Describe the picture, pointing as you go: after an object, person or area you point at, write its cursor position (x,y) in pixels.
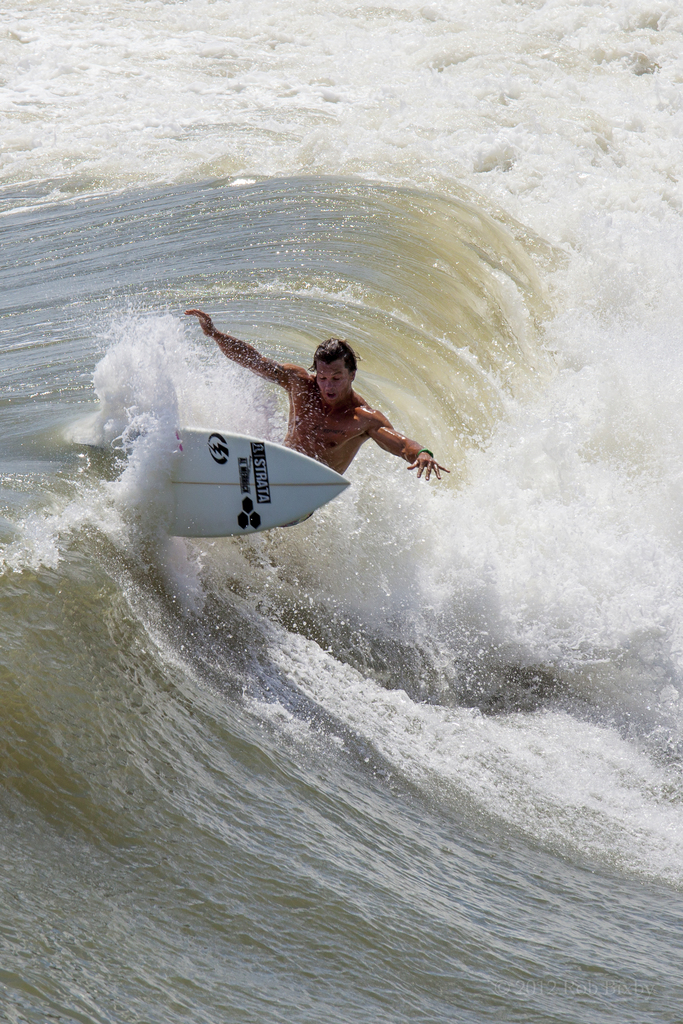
A person (316,399) is riding a surfboard (233,479) on water (226,427).
